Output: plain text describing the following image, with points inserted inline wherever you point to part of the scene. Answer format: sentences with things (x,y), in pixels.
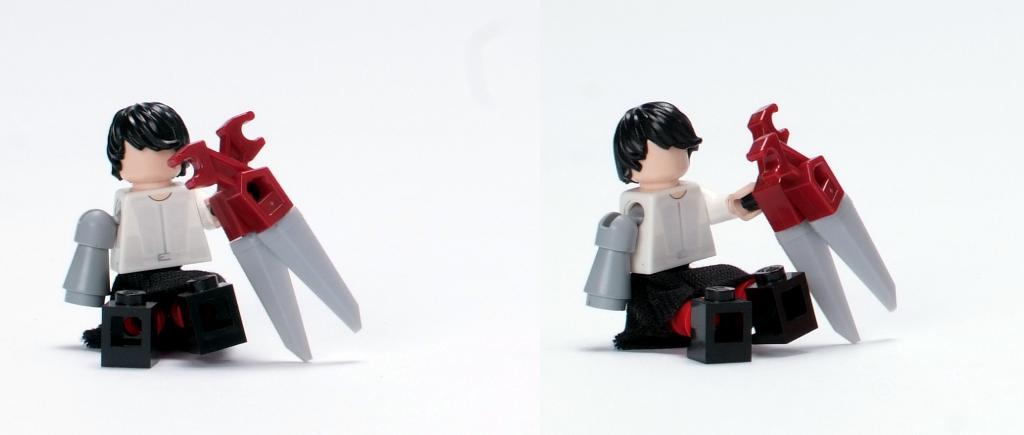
In the picture there are two different images collage together, there are two toys (134,361) in the image both the toys (223,188) are of similar type.
